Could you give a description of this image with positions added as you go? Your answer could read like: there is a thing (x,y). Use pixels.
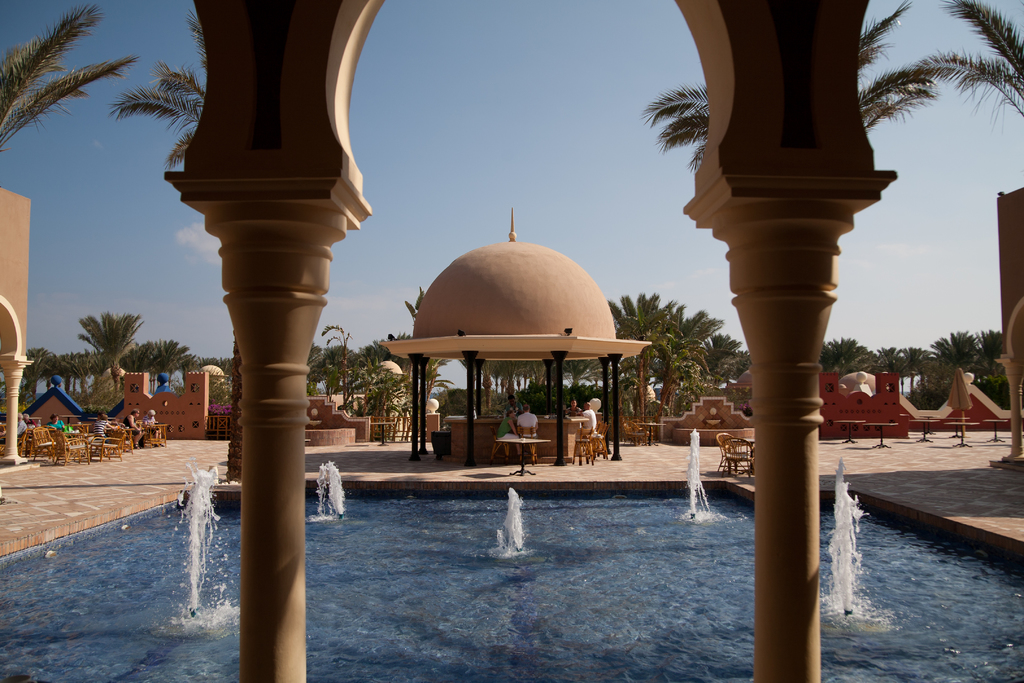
In the middle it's a fountain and in the left side (113,452) there are chairs (100,445) and dining tables (123,443). in the long back side there are green color trees (526,381).
